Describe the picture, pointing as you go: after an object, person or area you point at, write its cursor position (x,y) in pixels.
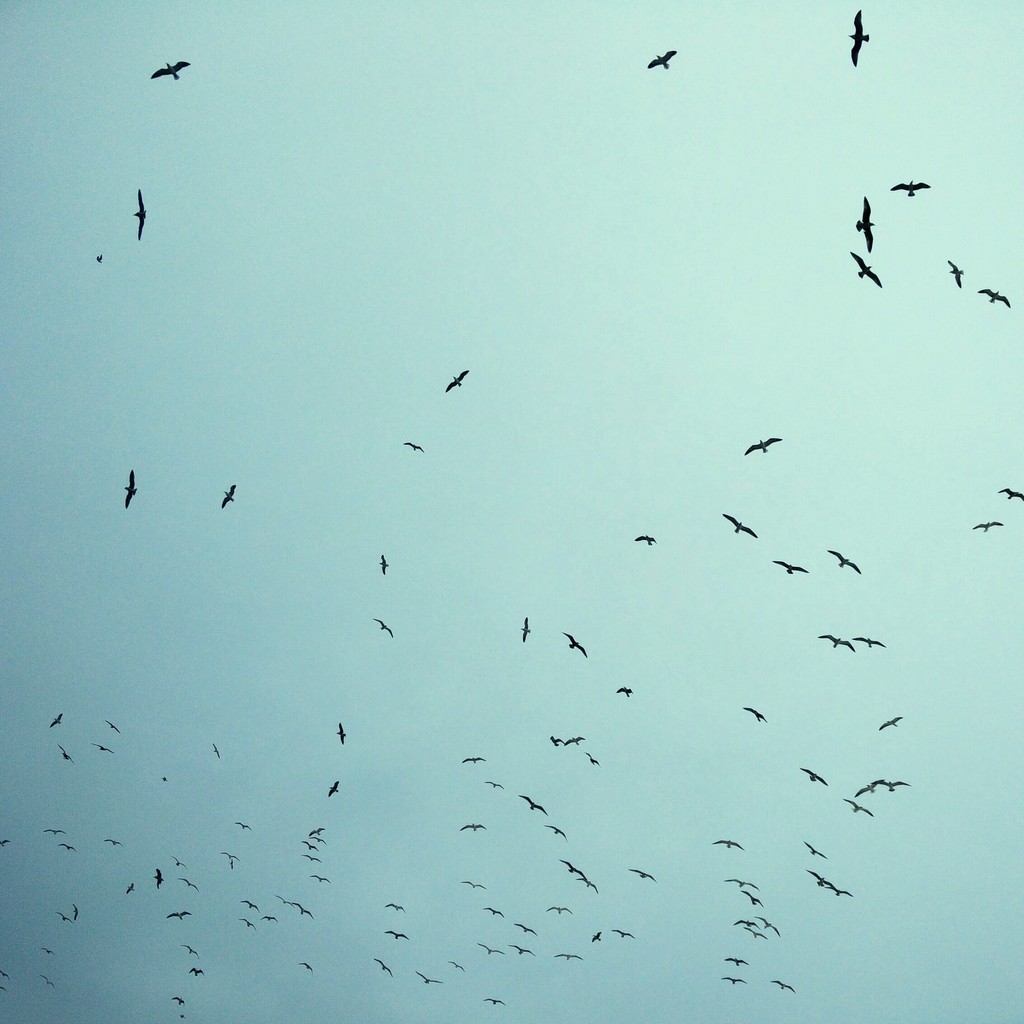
In this picture I can see there are many birds (735,844) flying in the sky (644,179) and the sky (319,247) is clear.
